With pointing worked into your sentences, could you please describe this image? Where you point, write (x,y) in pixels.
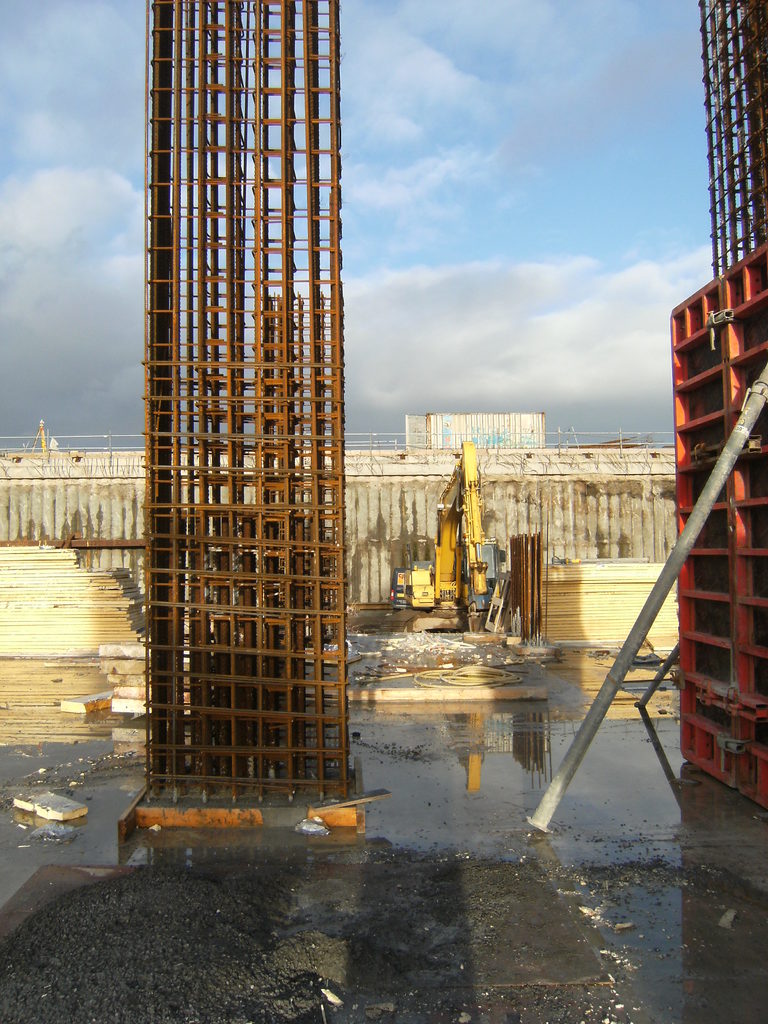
Sky (416,126) is cloudy. This are rods (296,310). This is an excavator (450,535). Surface (569,646) is with water (541,760).
